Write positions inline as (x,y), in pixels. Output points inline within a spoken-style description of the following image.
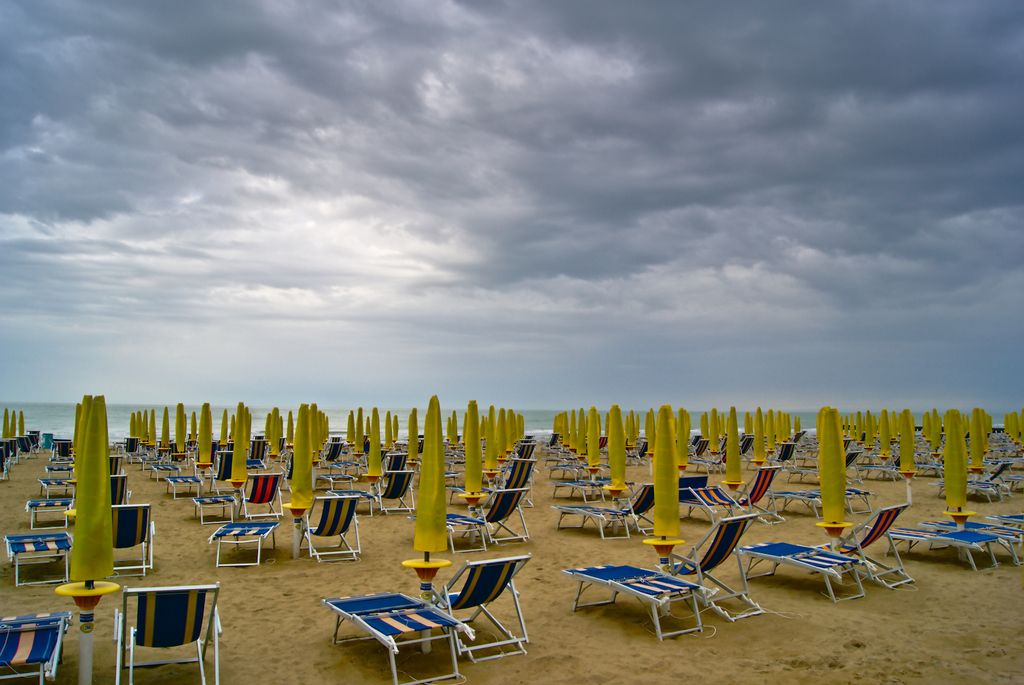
This image is taken in a beach (406,592). There are many beach beds (416,600) and also beach chairs (486,599) placed on the sand (713,643). There are also many yellow color objects (94,566) visible in this image. At the top (244,207) there is sky (370,209) with full of clouds (614,214).
